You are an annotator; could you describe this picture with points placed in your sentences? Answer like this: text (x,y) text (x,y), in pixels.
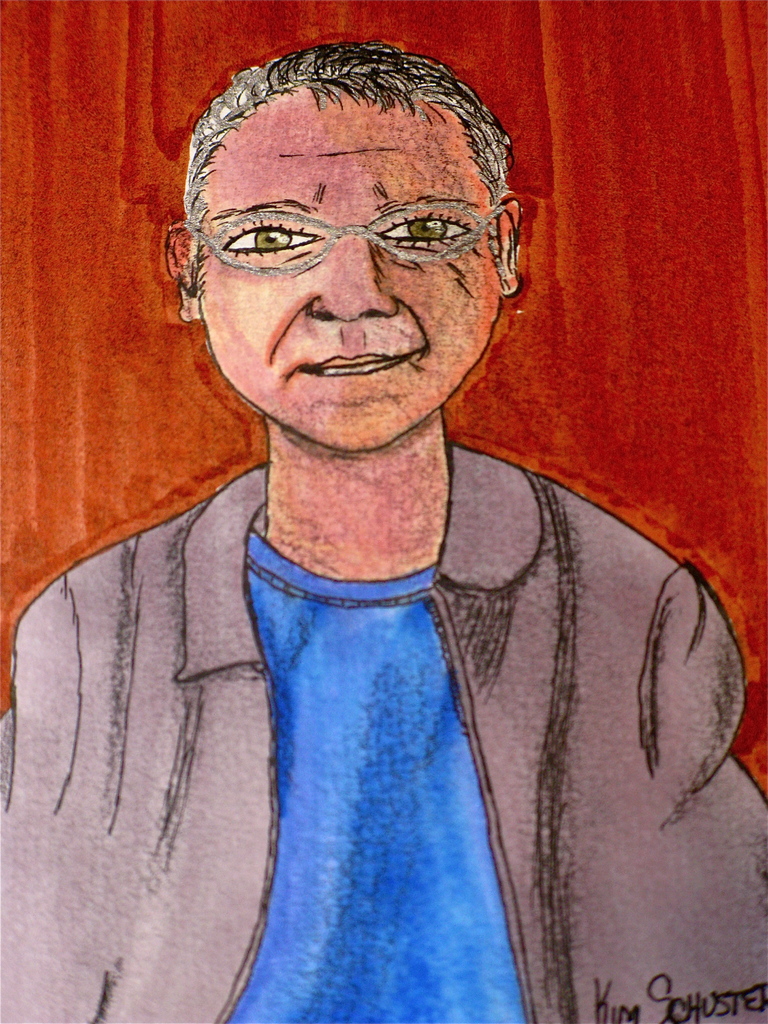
In this image I can see the sketch of a person (353,585). This person (368,812) is wearing a jacket (264,503) and smiling. The background (87,375) is in red color.
